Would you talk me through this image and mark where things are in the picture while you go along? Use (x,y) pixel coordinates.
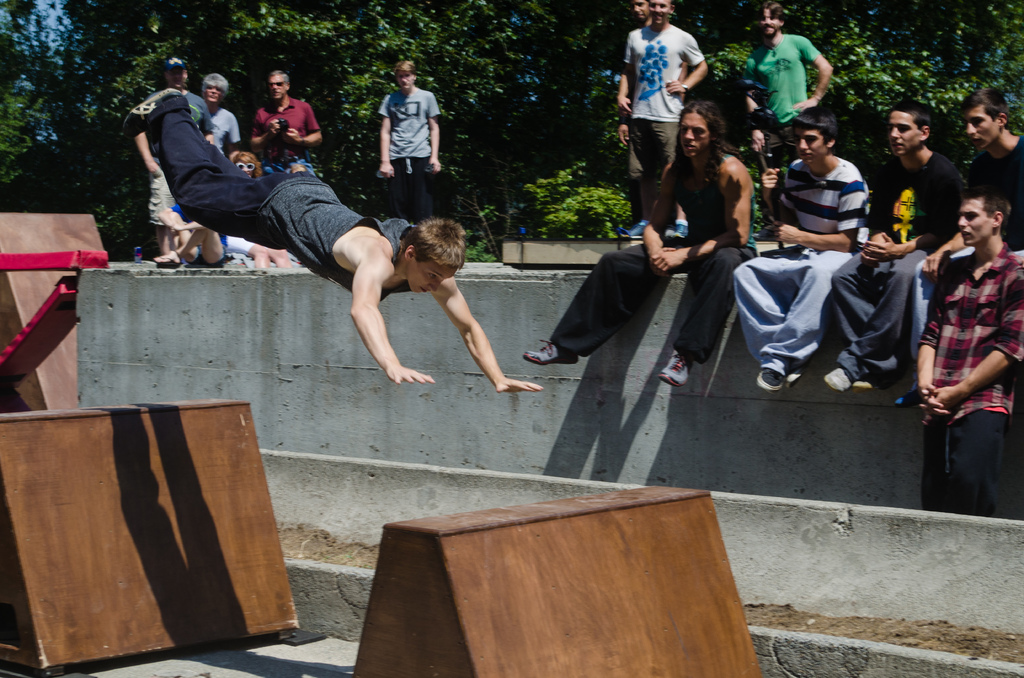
In this image I can see a person (288,201) in air. The person (256,178) is wearing gray shirt (275,208), black pant (239,198), background (815,212) I can see few other persons (415,191) some are sitting and some are standing, trees (298,54) in green color and sky (57,10) in blue color.
